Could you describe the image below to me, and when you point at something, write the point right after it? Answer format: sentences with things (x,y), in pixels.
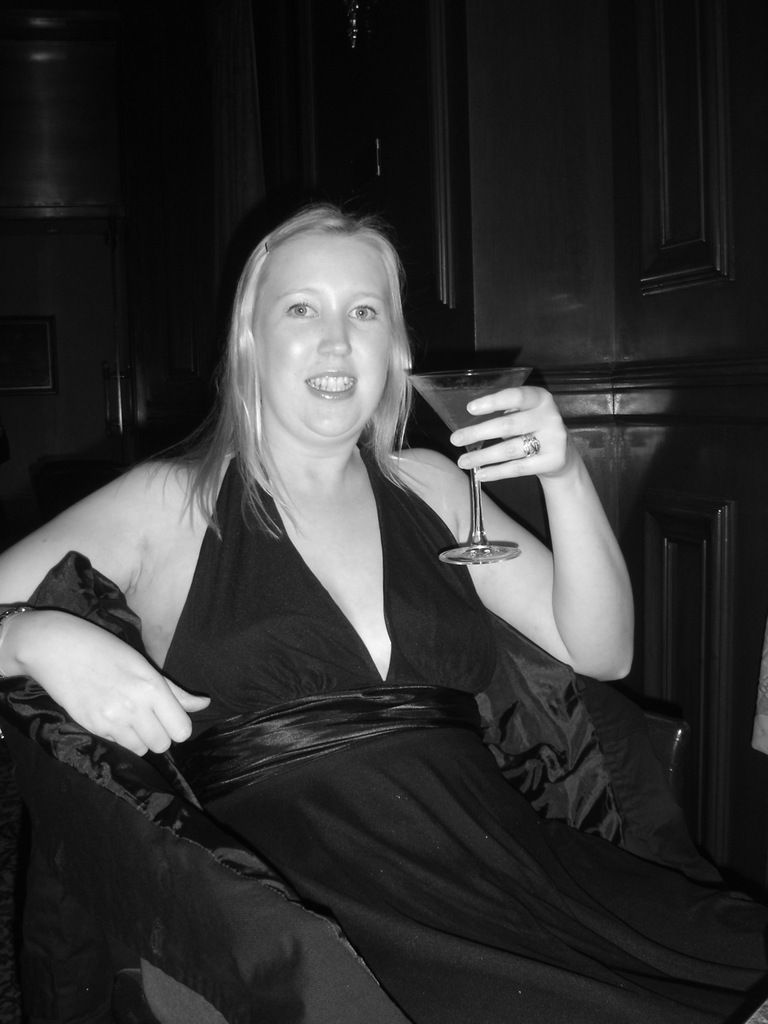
It is a black and white image. In this image woman (330,413) is sitting on the chair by holding the glass (453,429). At the back side (459,154) there are cupboards (526,135).
